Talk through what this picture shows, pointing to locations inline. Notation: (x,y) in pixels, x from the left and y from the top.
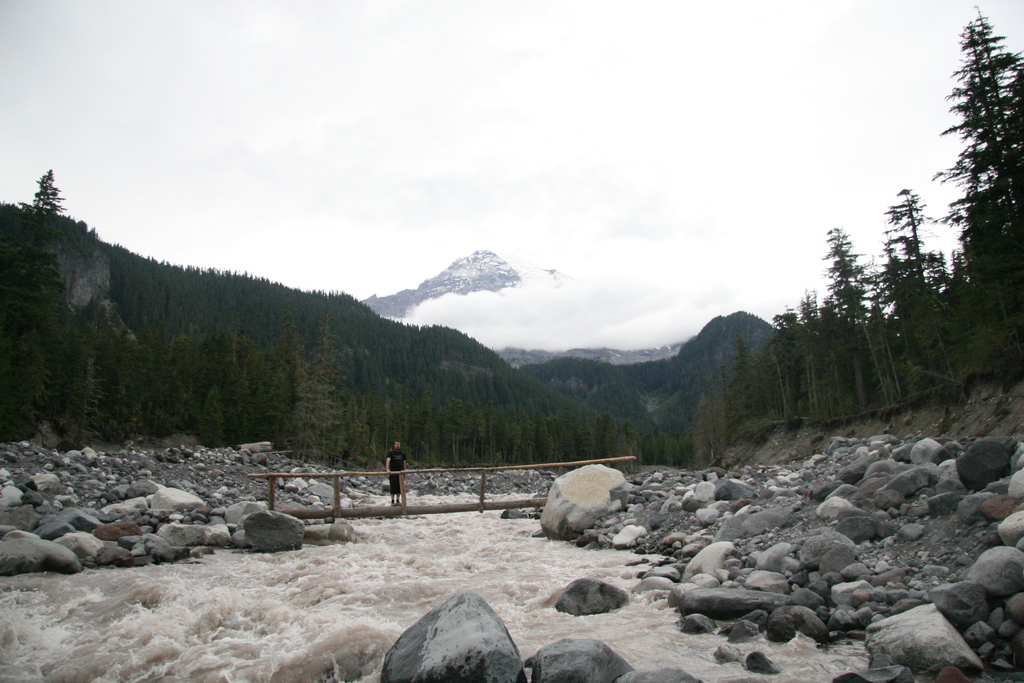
In the center of the image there is water (360,602). There are rocks (698,531). There is a person (396,485) standing on the bridge (379,512). In the background of the image (699,404) there are trees (276,403), mountains (539,376) and sky (467,142).
